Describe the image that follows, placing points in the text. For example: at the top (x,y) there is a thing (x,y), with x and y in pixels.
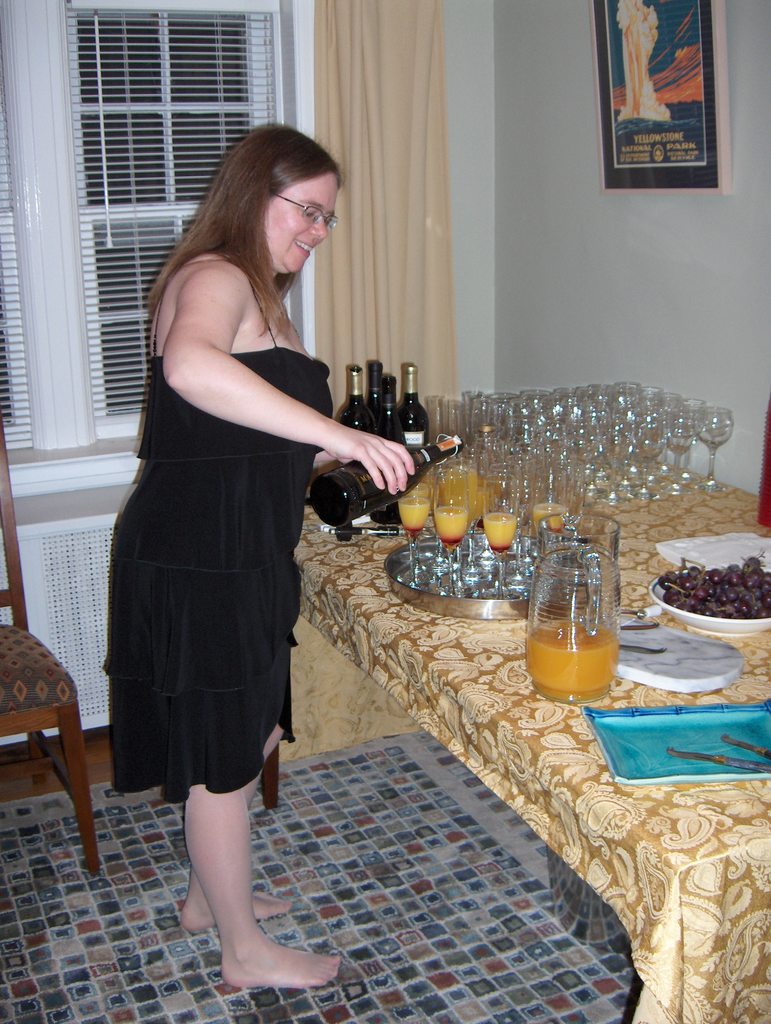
The women (201,525) wearing black dress (211,486) is standing and holding a drink bottle (353,472) in her hand (387,455) and there are many glasses (528,455) and some bottles (381,426) on the table (460,535).
